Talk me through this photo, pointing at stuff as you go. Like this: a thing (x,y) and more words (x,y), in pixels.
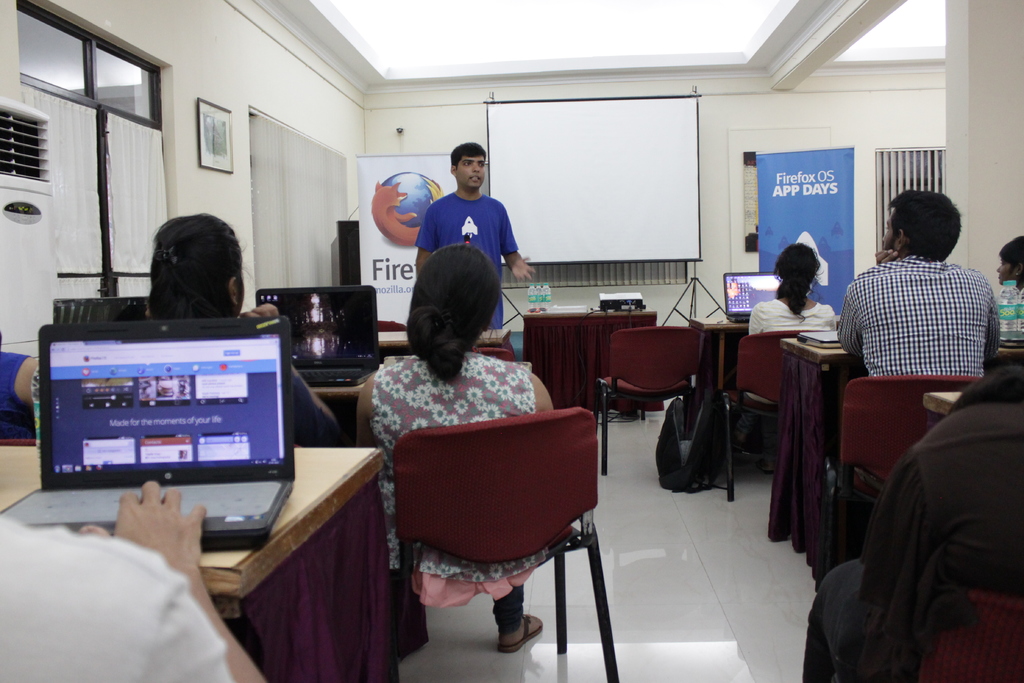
In the foreground of this image (423,547), we see persons (182,590) sitting near a table (358,568) with laptops (372,332). In the background (480,220), there is person (488,210) talking, screen (555,134) near wall (523,98), banners (795,174), window blind (912,171) and the wall (774,121). On left (30,220), we see a air cooler (25,233), a window (142,123) and a frame (219,133) on wall (196,149).
